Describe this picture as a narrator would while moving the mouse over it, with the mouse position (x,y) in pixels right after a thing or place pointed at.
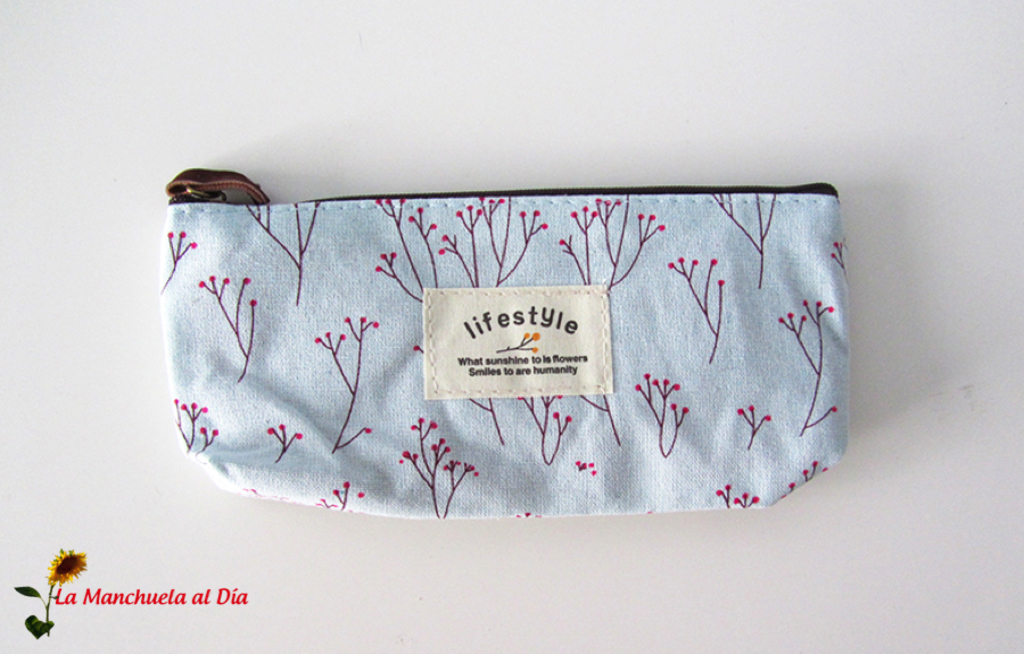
In this image we can see a bag (202,192) with the label (522,374) on it is placed on the white surface (73,466). Here we can see the watermark (240,601) on the bottom left side of the image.
